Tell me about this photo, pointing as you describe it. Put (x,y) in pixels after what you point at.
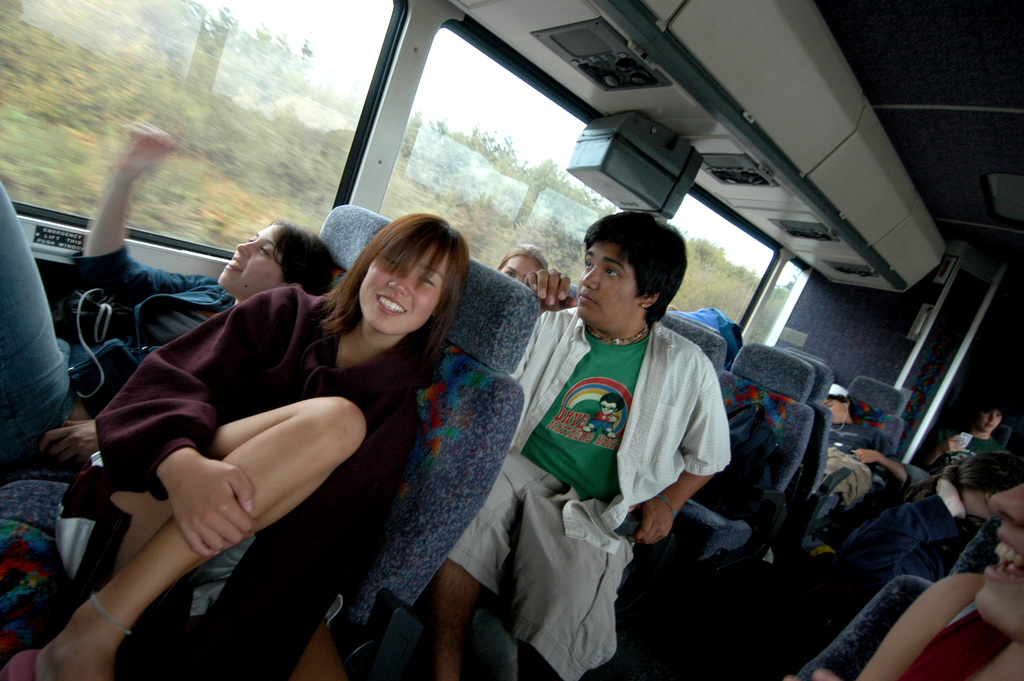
This image is taken inside a bus (903,413) as we can see there are some persons (590,366) sitting on the chairs (869,614), and there are windows (404,177) at the top of this image (378,116). We can see there are some trees (72,115) through this windows (288,164).
